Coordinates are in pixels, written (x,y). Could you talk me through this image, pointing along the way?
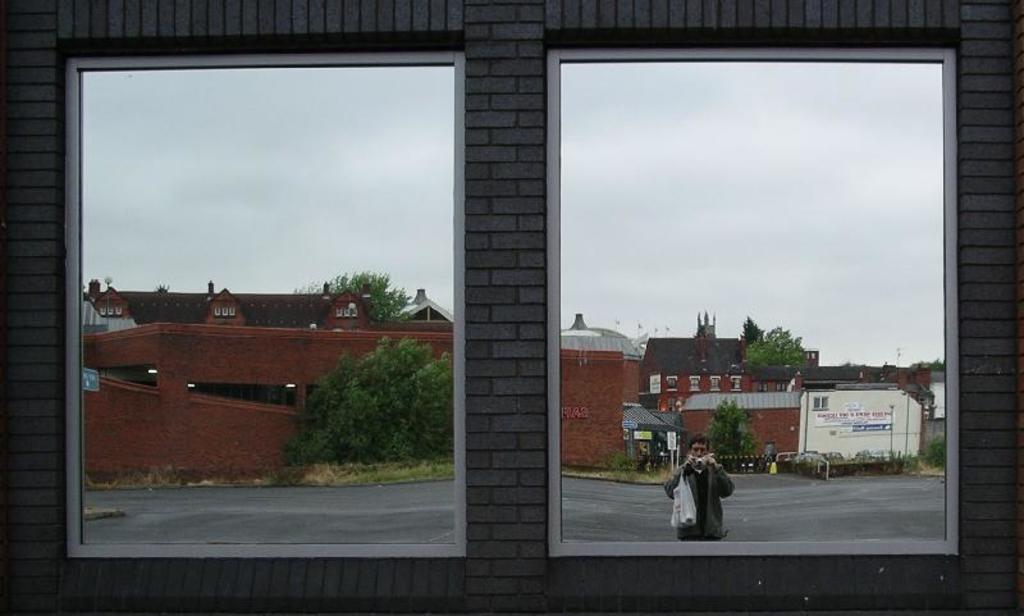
In this picture there is a window (800,143) in the center of the image (657,336) and there is a boy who is taking a photo on the right side of the image (696,512), there are buildings (277,377) and trees (752,330) in the center of the image (571,358).
